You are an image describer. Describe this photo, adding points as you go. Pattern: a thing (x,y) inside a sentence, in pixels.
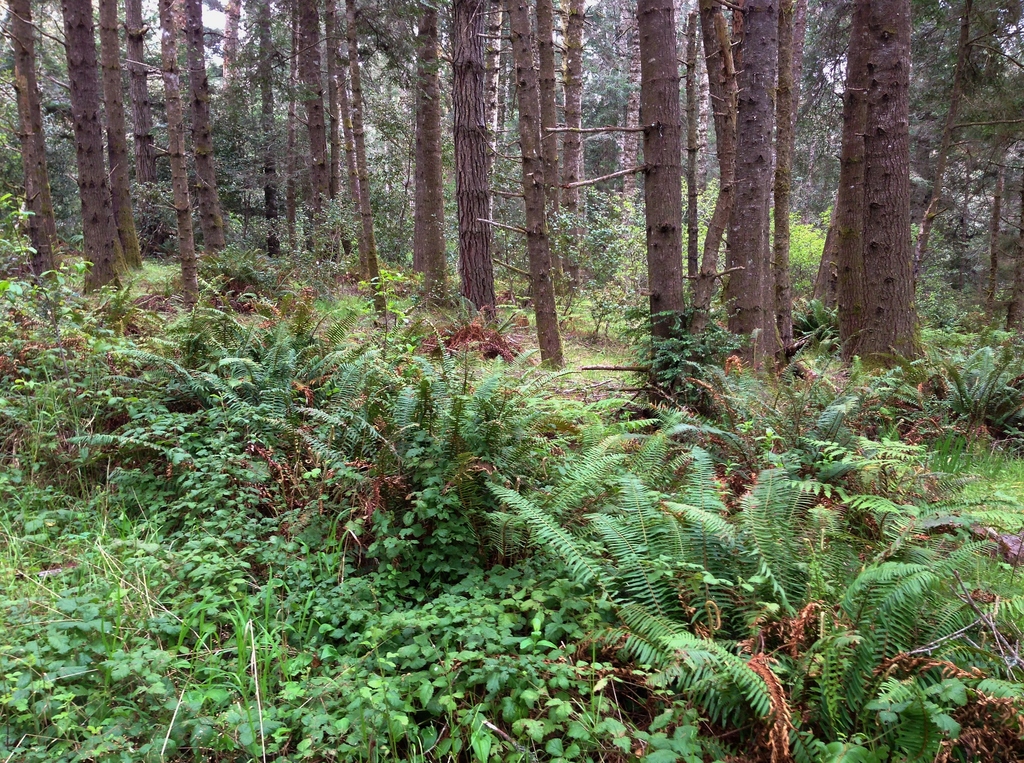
In this image at the bottom (449,661) there are some plants (566,570) and grass (25,565), in the center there are some trees (346,114).
